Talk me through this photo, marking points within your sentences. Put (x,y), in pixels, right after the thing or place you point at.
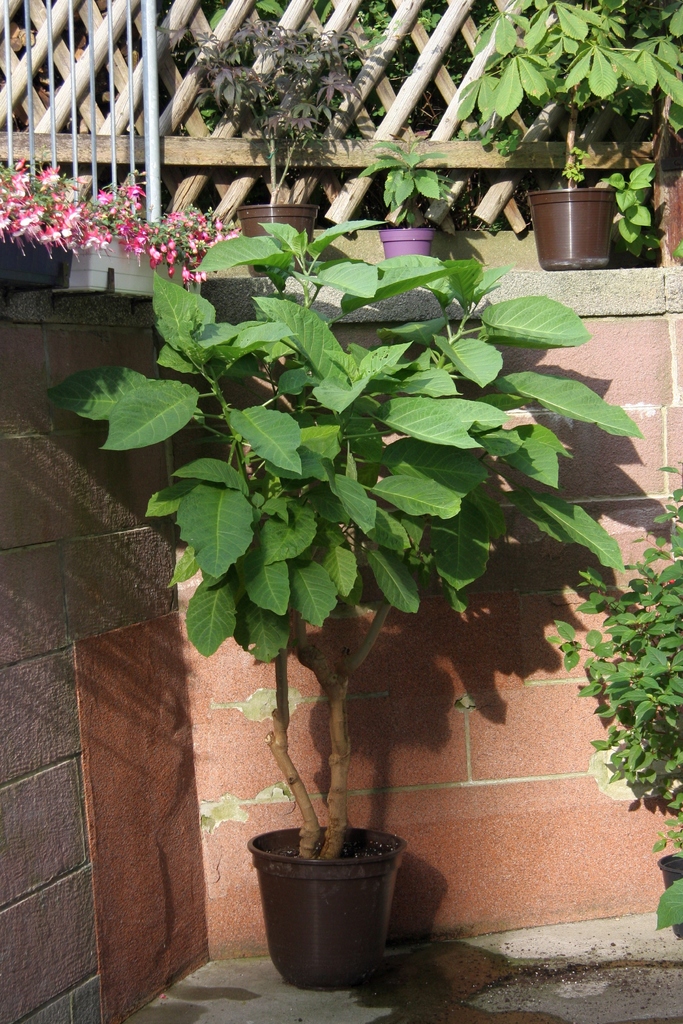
In this picture, we see flowers pots (294,895) and plants (299,412). On the right side (672,702), we see a plant (677,714). Behind that, we see a wall (233,774). At the top (48,223), we see the flower pots (412,235) and the flowers (55,243) which are in pink color. In the background (177,100), we see the wooden fence (440,88).
